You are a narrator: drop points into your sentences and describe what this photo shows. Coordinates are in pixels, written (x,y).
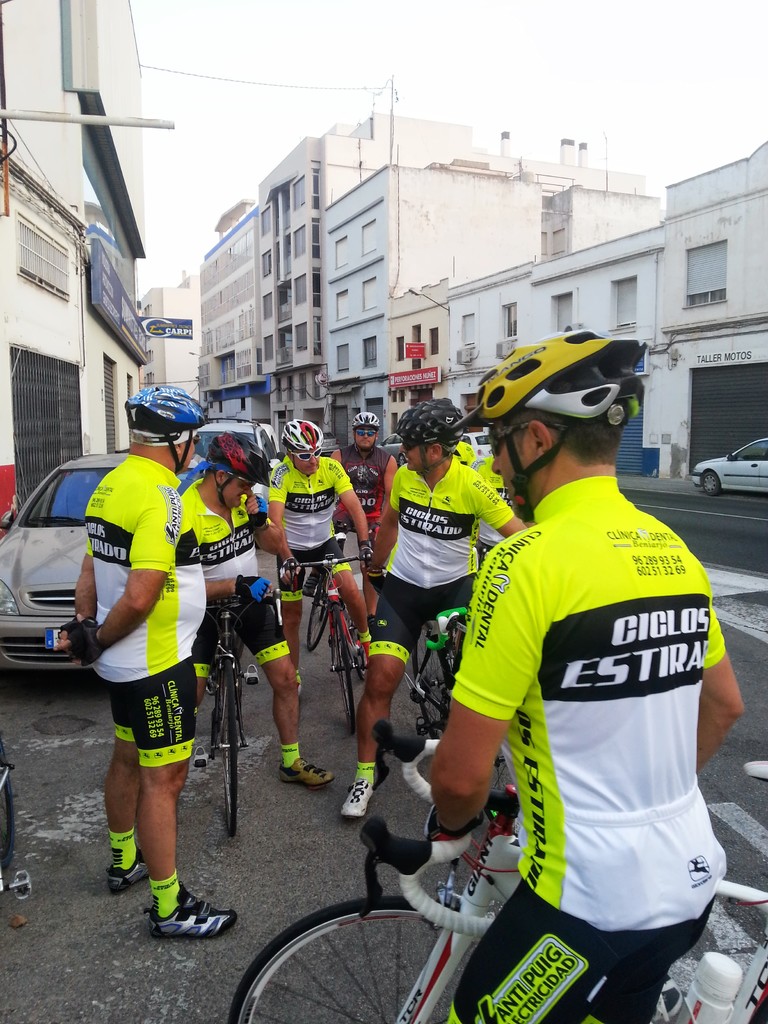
In this picture we can see some cycle riders (545,594) wearing yellow and white color t-shirt (562,723) standing with bicycles (418,704) and discussing something seen in the image. Behind we can see silver car (52,554) is parked. In the background (246,213) we can see some white buildings (452,359) and a road (685,535).
